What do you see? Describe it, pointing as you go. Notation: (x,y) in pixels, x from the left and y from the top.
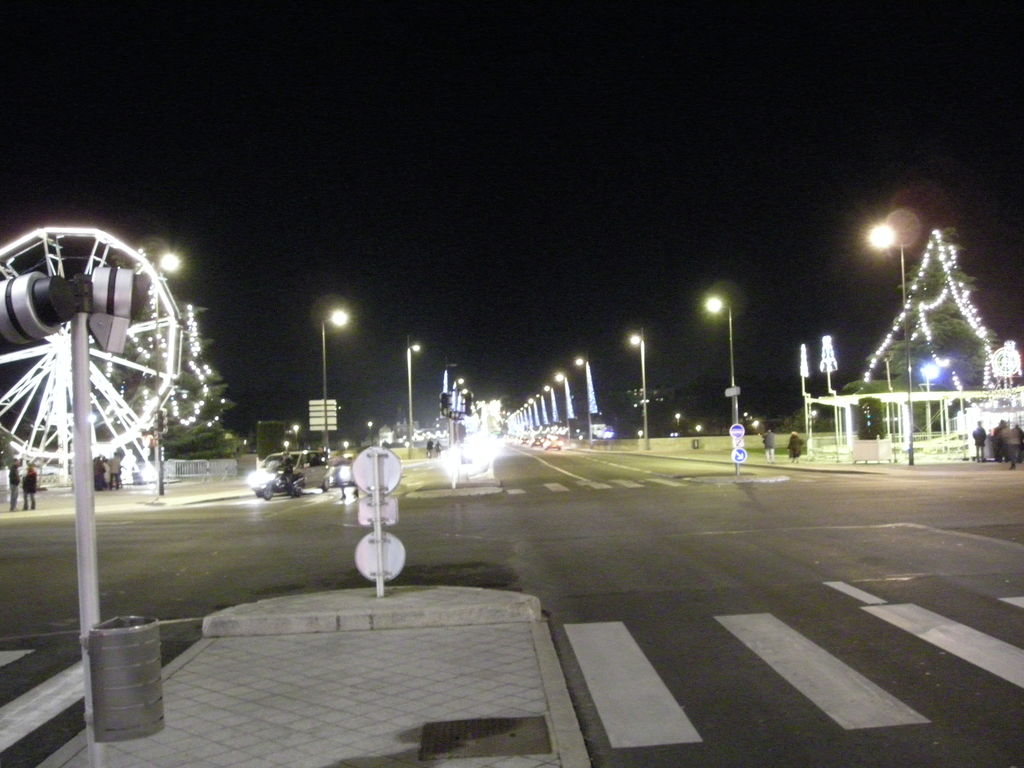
In this picture we can see a 4 way road (805,589) with vehicles (462,455) on it. On the footpath (426,668) and on the sideways (650,451) we have many lights (615,436) and sign boards (369,482).
